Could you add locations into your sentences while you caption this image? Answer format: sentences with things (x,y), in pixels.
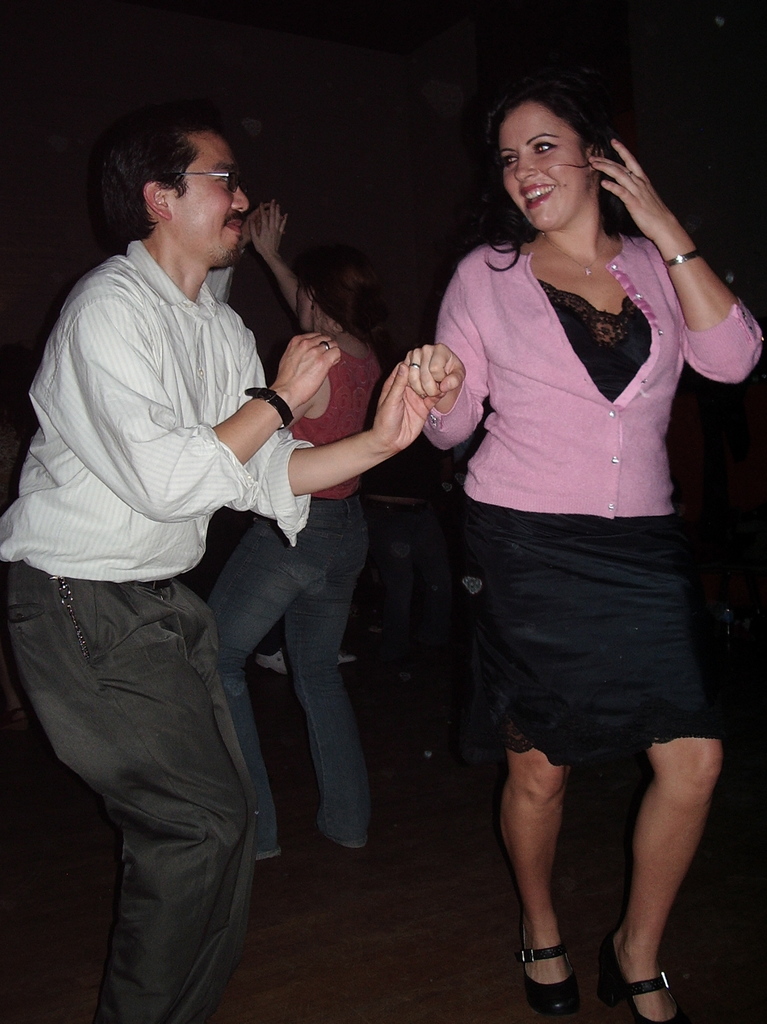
In this picture there is a woman (562,419) who is wearing pink sweater (601,466), skirt (614,634) and shoes (607,986). She is dancing with the man (167,393) who is wearing white shirt (197,392) and spectacle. Here we can see another couple (320,289) who are dancing on the floor (384,795). On the top (469,44) we can see darkness (409,42).
